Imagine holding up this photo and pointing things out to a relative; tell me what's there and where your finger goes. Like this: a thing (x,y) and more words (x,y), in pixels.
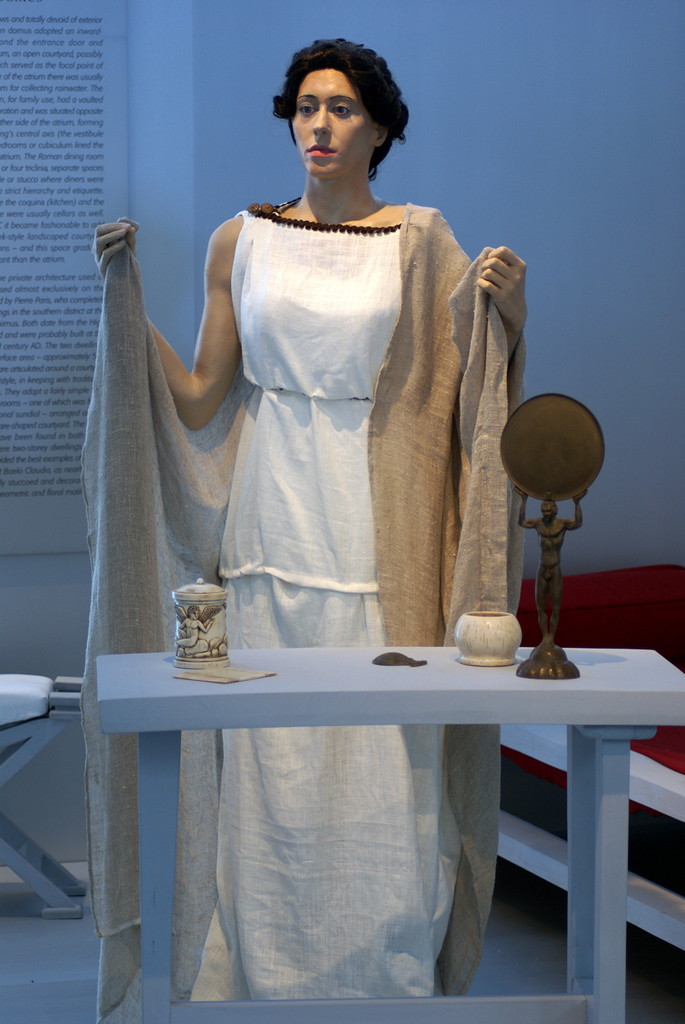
In the middle of the image (291,655) there is a table (661,684), On the table (651,677) there are some products (182,645). Behind the table (545,705) there is a woman (345,327). She is standing. Behind her there is a wall (657,133).
